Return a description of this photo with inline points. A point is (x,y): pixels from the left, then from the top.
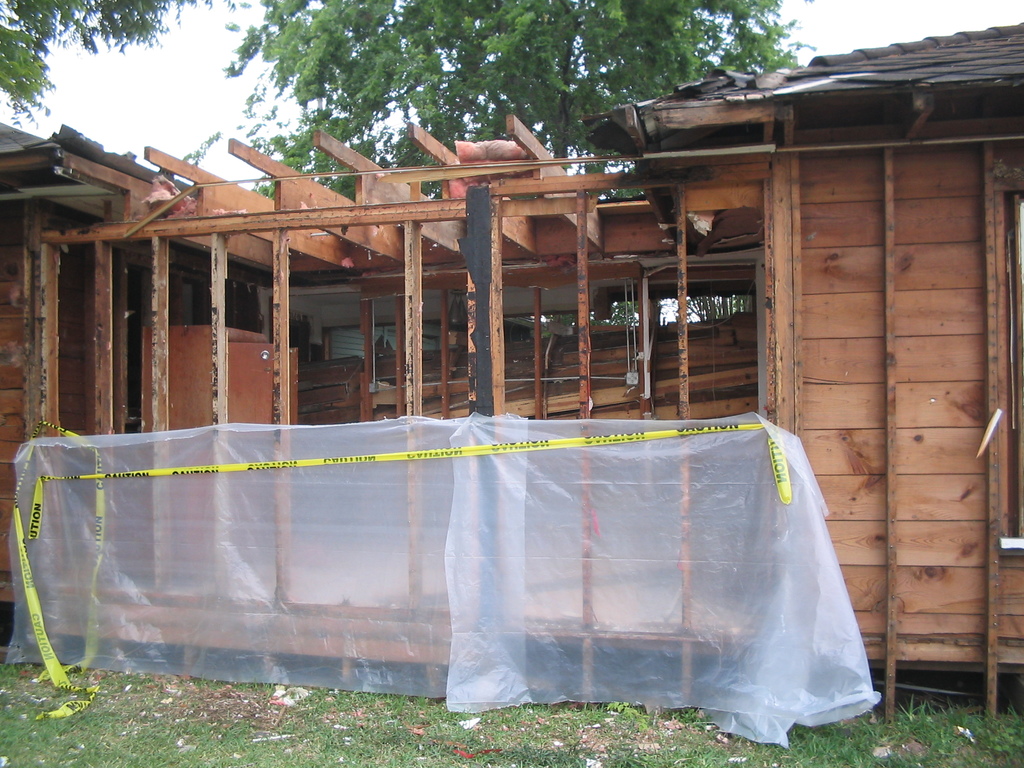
In this image, we can see a wooden house (566,264). We can see the wall (672,380) and some wooden objects (685,386). We can also see some cover (288,500) and the banner (41,484). We can see the ground (244,716) covered with grass (264,763) and some objects (244,716). There are a few trees (350,111). We can also see the sky (295,119).
